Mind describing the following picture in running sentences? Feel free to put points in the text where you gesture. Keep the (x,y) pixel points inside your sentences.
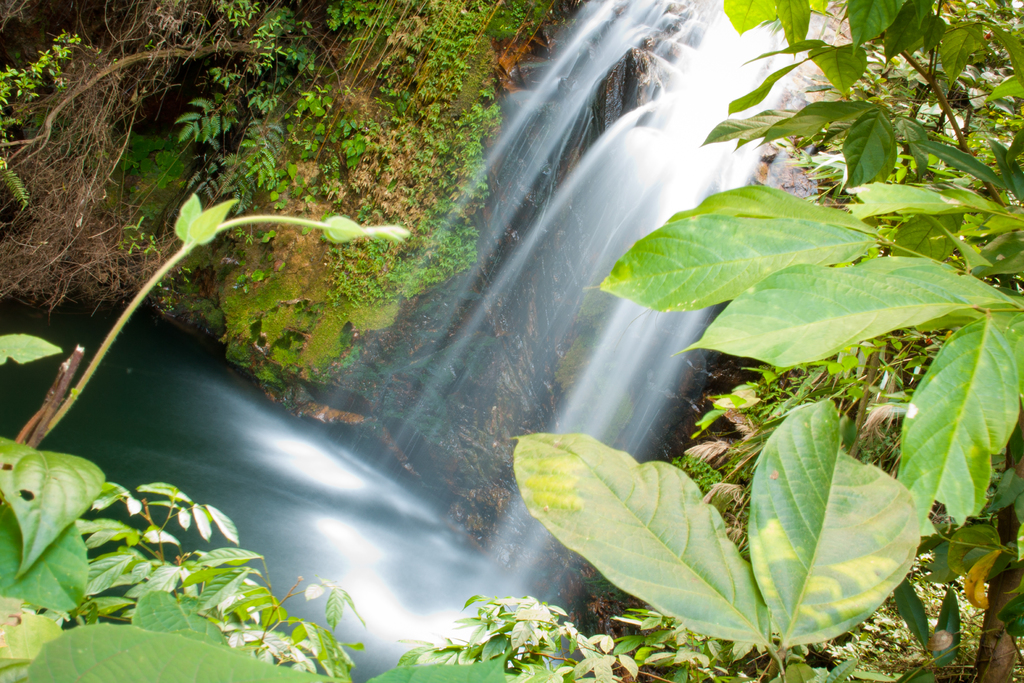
In this image we can see water (421,565), plants (236,677), and trees (949,253).
